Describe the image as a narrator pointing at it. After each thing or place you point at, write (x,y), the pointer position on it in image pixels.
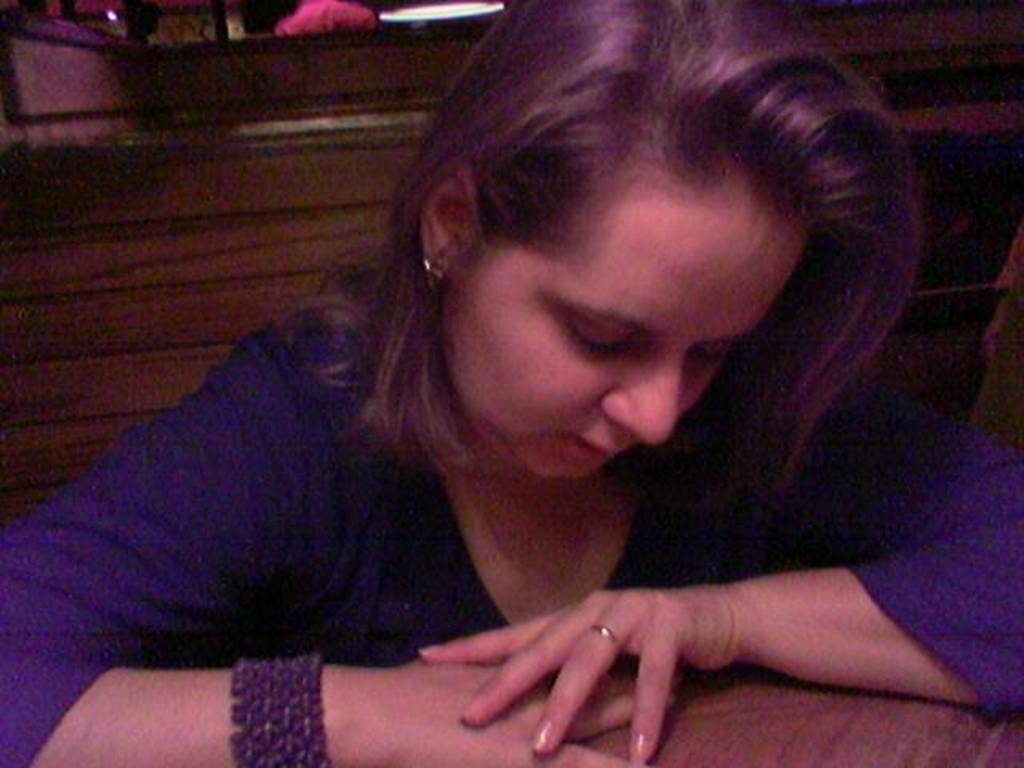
In this picture I can see a woman (863,597) sitting and I can see another human (311,24) and a light (412,18) in the back (349,24) and looks like a table (790,695) at the bottom of the picture (755,710).
